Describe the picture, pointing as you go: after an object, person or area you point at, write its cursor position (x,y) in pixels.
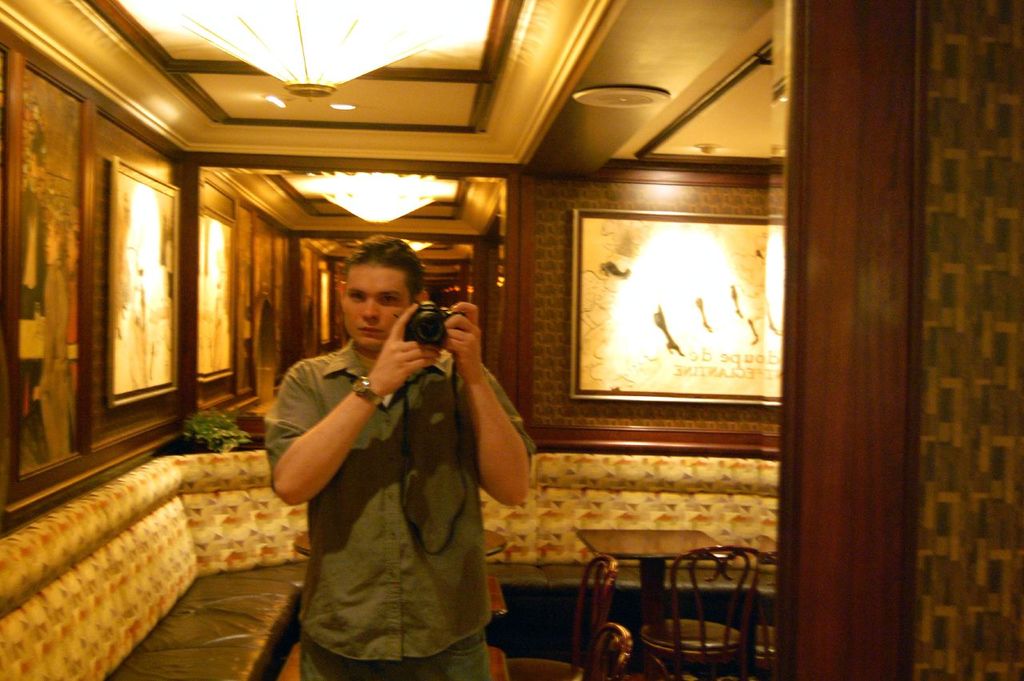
In this image I can see a person (356,433) holding a camera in his hands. I can see a sofa (630,466). I can see two tables (642,541) and few chairs (707,663). I can see photo frames (689,398) on the wall (711,423). At the top (276,105) I can see the lights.
